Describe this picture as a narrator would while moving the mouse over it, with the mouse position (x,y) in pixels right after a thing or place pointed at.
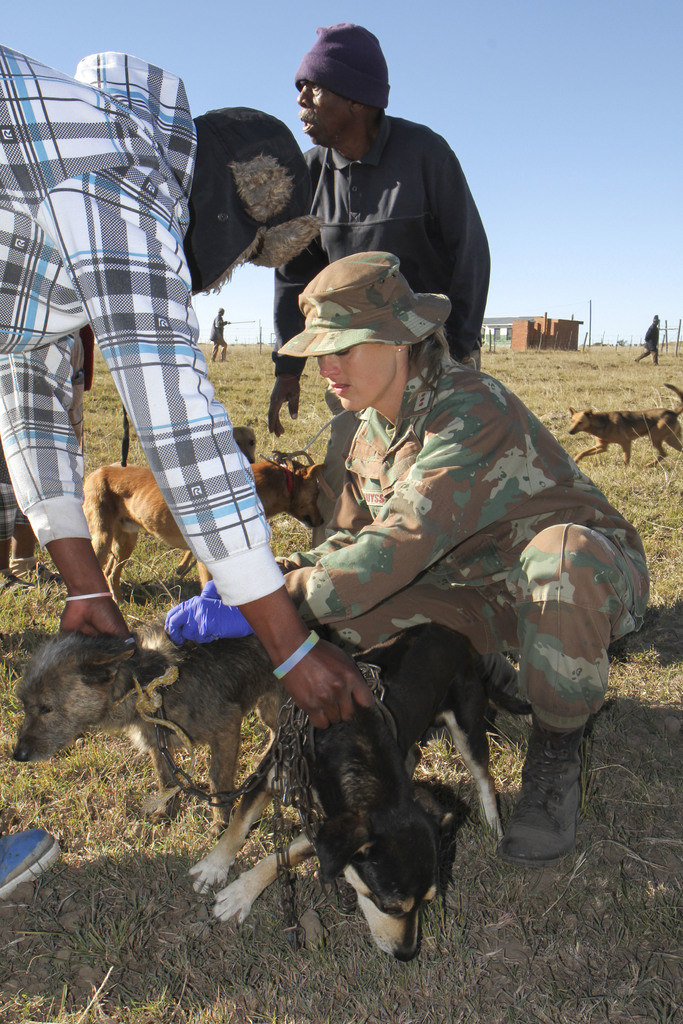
In this image we can see this person (526,519) wearing uniform (549,559), cap (359,260) and shoes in a squat position, here we can see two more people (225,195), we can see dogs (629,412) on the ground (649,612). In the background (536,330), we can see house (559,341), a few more people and the sky (522,178).
